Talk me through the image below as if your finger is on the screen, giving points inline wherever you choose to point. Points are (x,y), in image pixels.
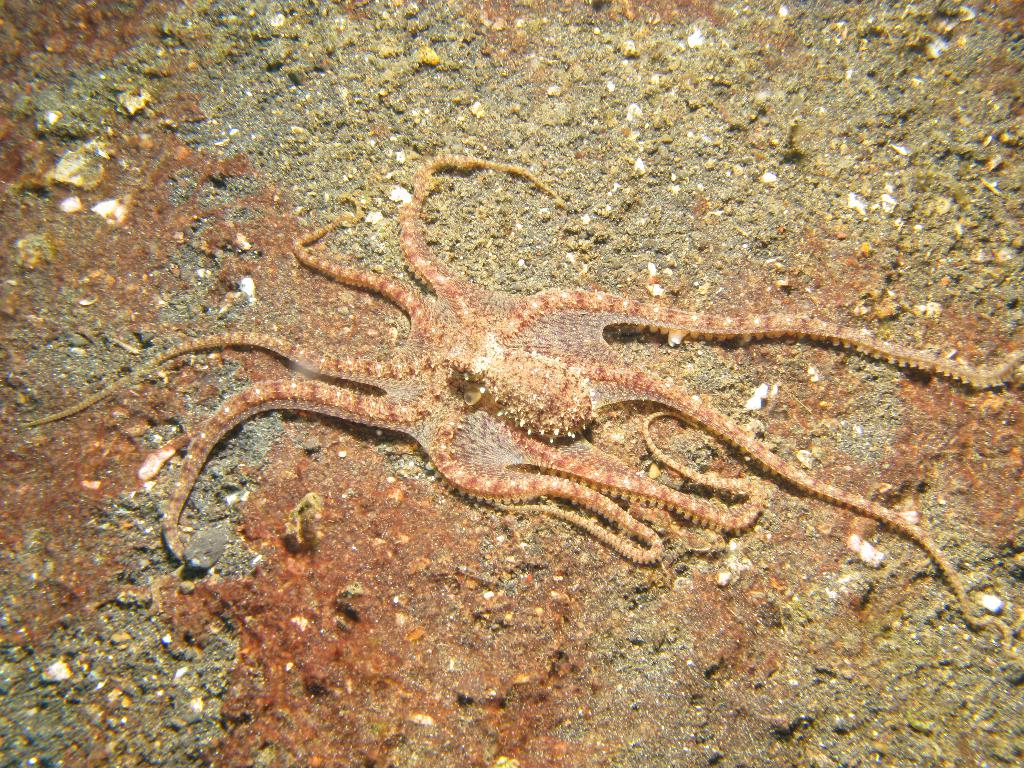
In this picture we can see an octopus (442,407) on the seabed (416,546).
